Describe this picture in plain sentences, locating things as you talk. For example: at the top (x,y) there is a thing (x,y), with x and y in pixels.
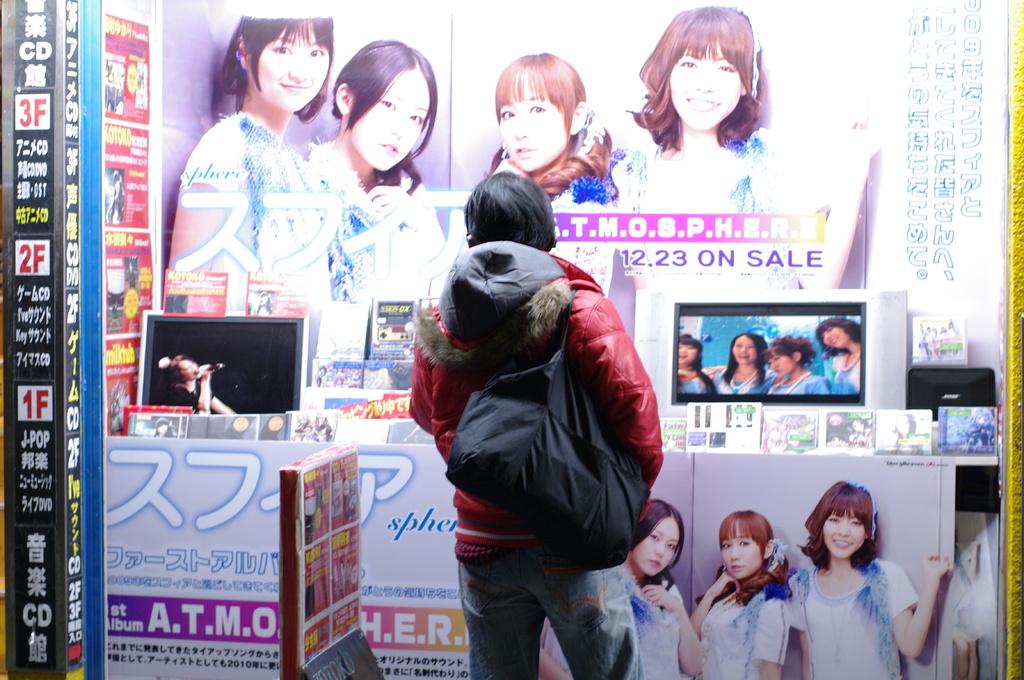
In this picture we can see a person (499,596), he is wearing a bag (498,446) and in front of him we can see monitors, posters (185,644) and some objects (148,433).
